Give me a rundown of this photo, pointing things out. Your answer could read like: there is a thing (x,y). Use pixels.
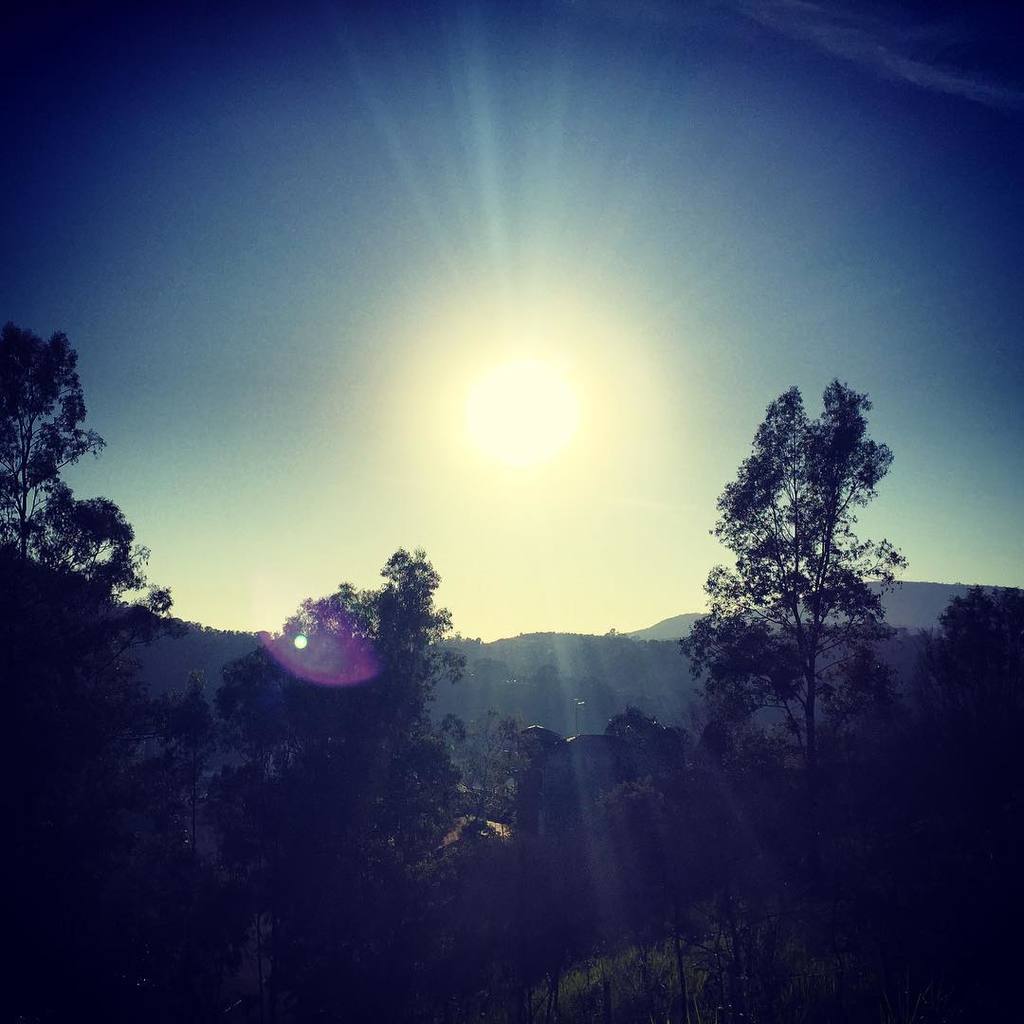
In this picture we can see a few trees (451,763) from left to right. There are a few hills (882,588) visible in the background (455,681). Sky (191,271) is blue in color.
